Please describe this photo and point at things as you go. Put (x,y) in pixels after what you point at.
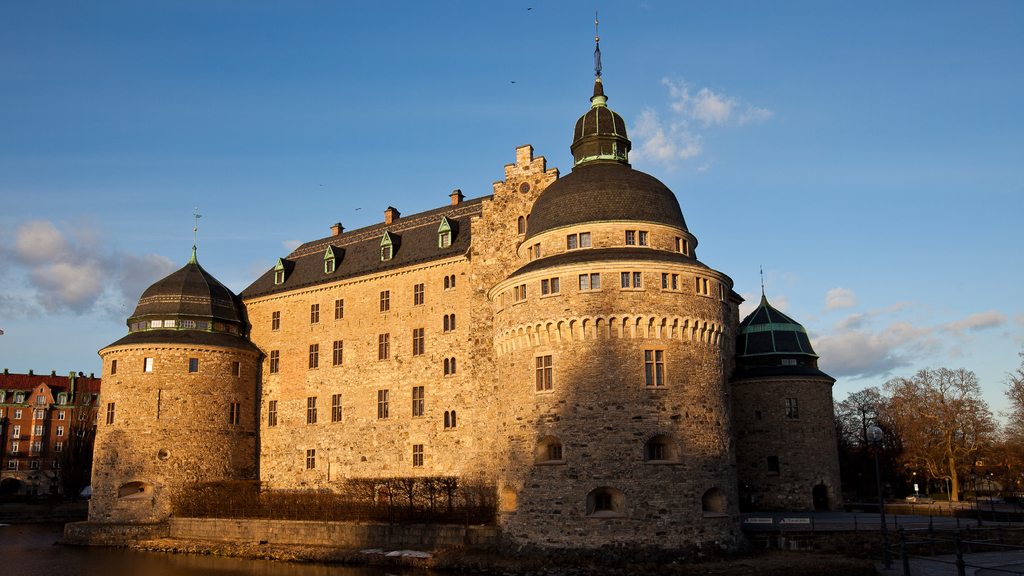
In this image we can see buildings (485,400). On the right (846,459) there are trees (850,420). At the top (579,94) there is sky (325,120).
